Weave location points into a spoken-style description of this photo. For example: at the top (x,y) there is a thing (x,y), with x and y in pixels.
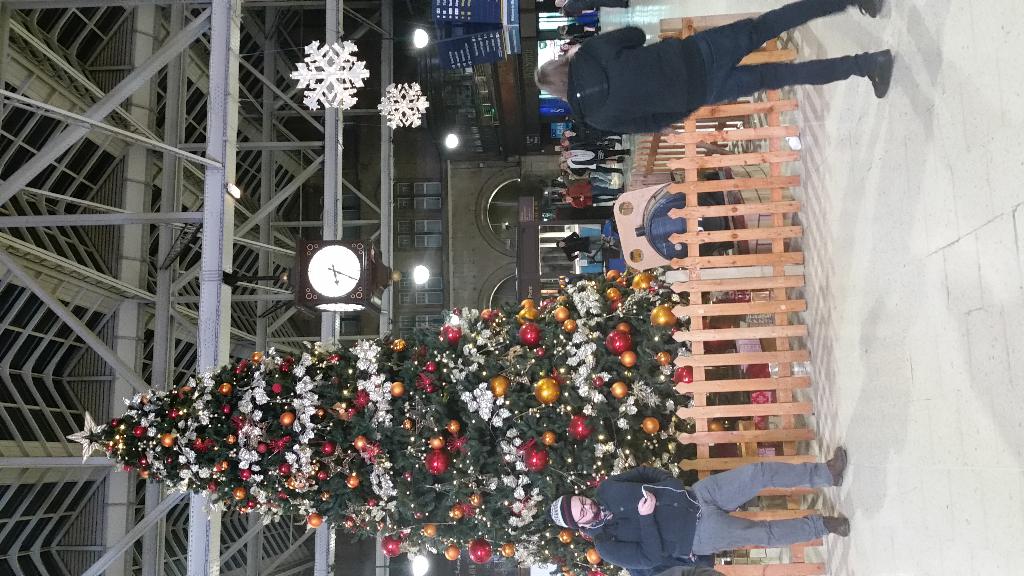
In this picture there are people (876,1) and we can see wooden fence (738,17), Christmas tree (493,381) with decorative items (580,429), rods (226,195), clock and few objects (648,226). In the background of the image (479,192) we can see buildings (436,221), boards (496,47) and lights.
